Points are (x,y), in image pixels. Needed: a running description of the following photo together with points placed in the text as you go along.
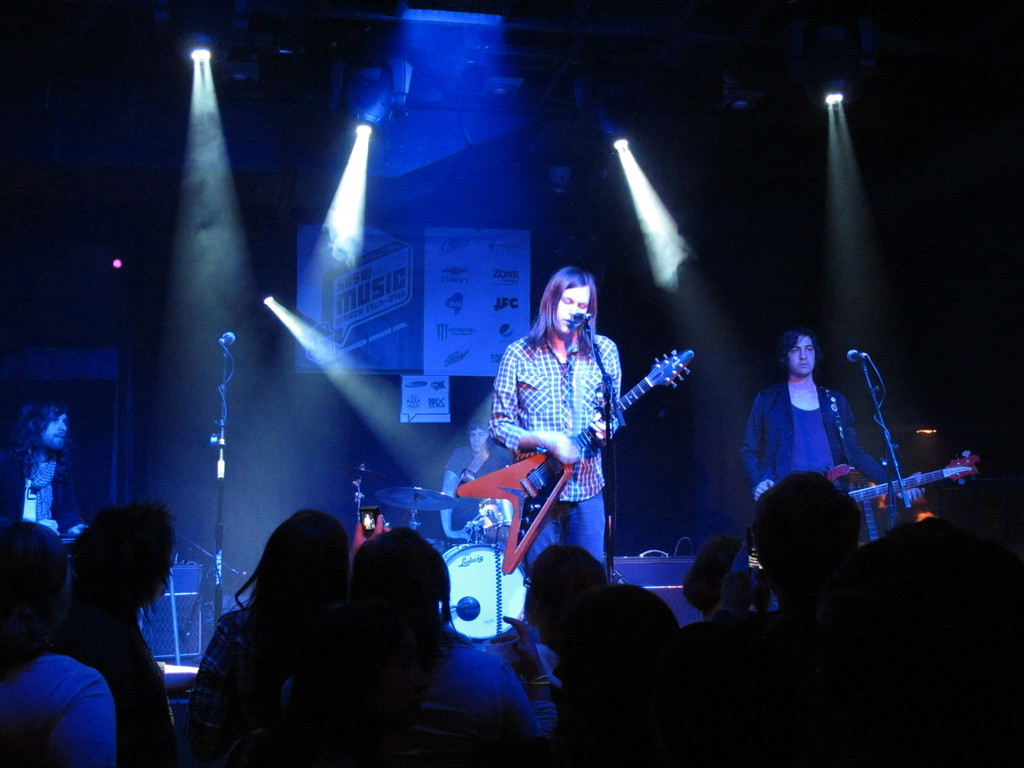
In this picture there is a band (572,438) performing on the stage (469,495). In the foreground (444,621) there are audience (702,591). At the center of the picture (556,509) there are microphones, drums (493,564), cables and people (520,407) playing guitar (646,388). In the background (455,298) there are lights (208,96) and a board (445,314).
